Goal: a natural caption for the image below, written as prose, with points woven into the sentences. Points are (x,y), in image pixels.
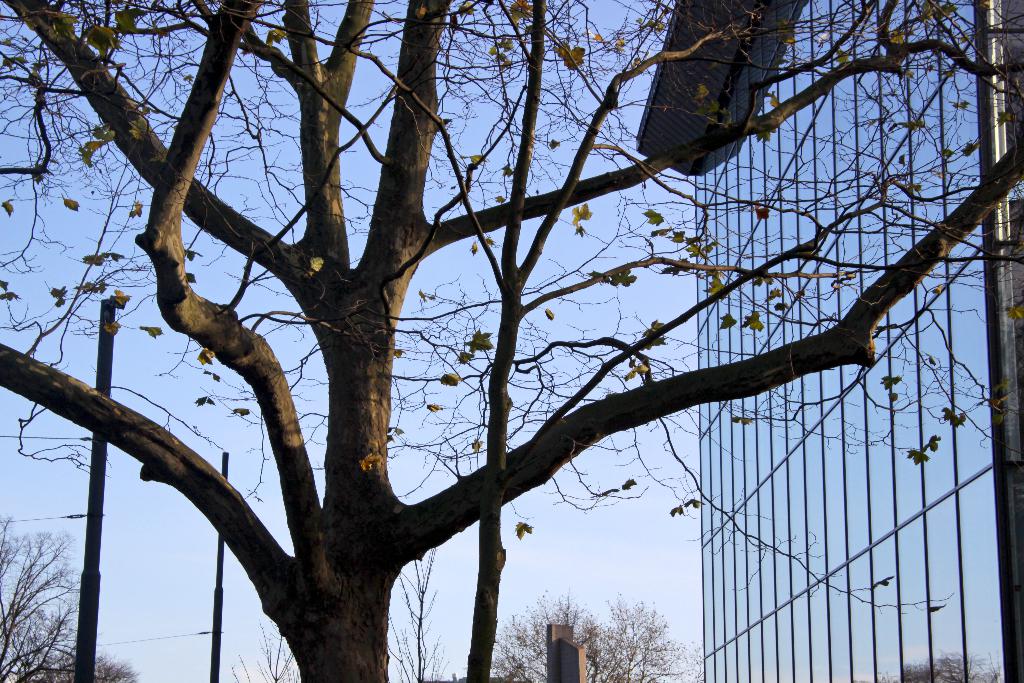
In this picture I can see trees (389,507) with branches (435,511). I can see glass building (819,466) on the right side (821,507). I can see the sky (427,347).
